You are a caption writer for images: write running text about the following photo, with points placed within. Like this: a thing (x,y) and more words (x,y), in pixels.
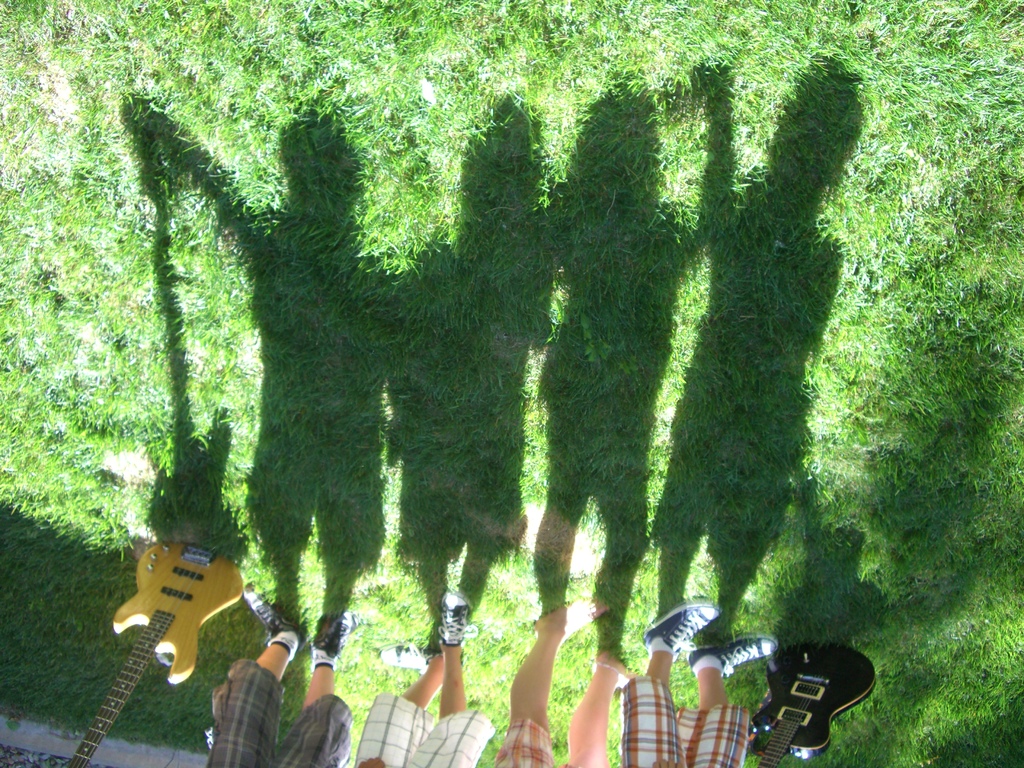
There are four people (378,705) standing. These are two guitars (188,612). I can see the shadow (281,379) of four people (260,689) standing. This is the grass (363,76).
